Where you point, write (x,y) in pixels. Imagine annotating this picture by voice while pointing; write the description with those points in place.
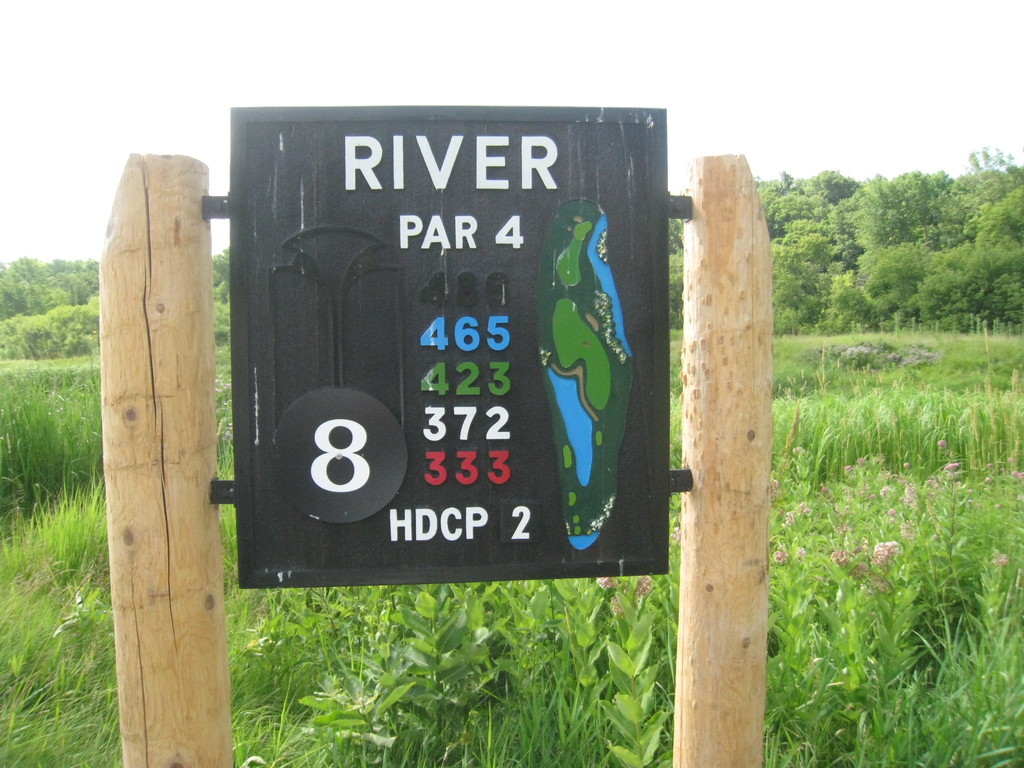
In this picture there are two wooden poles (172,432). In between them, there is a board (359,264). On the board (359,322), there is a text (377,184) and pictures (596,355). At the bottom (516,659), there are plants (785,656) and grass (541,666). In the background (851,134) there are trees (60,333) and sky (678,90).
